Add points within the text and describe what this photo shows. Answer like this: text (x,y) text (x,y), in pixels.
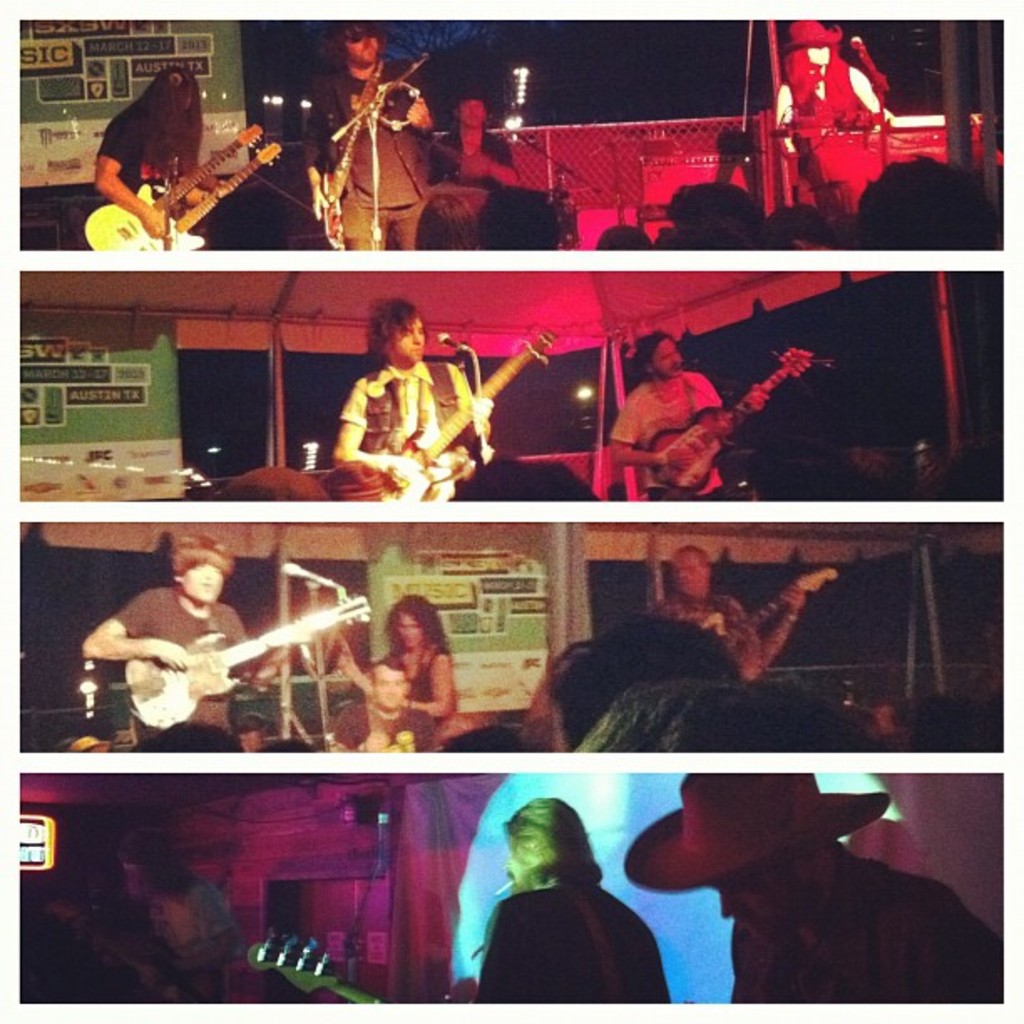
This is a collage image of a few people (456,134) who are playing with musical instruments (343,172).
